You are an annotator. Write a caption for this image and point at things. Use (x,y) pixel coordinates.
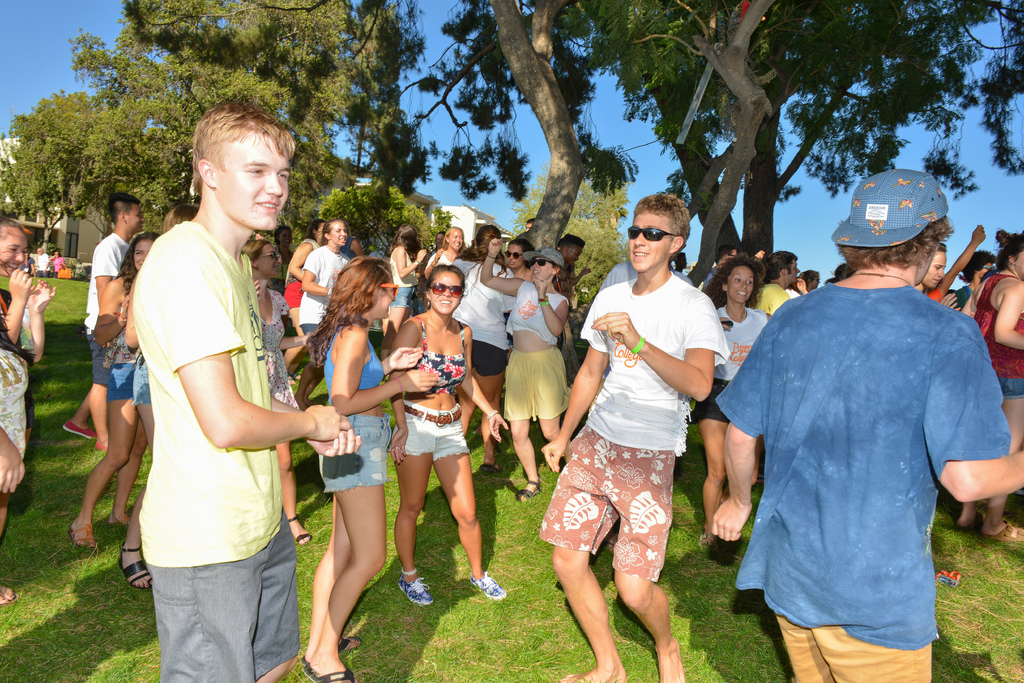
In this picture I can see number of people (279,273) in front (229,171) and I see that they're standing on the grass (948,549). In the background (31,220) I can see the trees (747,239), few buildings (2,142) and the clear sky (7,70).
